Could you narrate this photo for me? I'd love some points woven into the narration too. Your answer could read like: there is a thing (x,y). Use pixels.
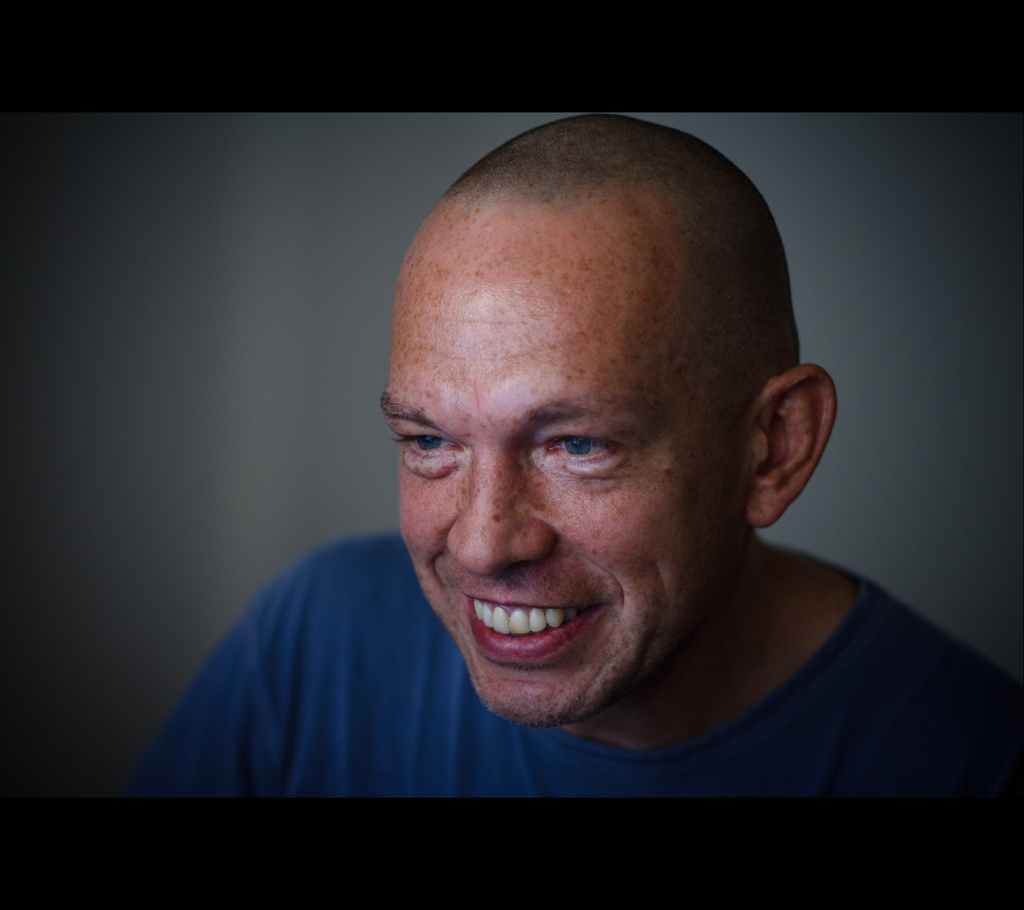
In this image we can see a man (457,705) wearing blue T-shirt (202,728) is smiling. The background of the image (929,165) is blurred.
